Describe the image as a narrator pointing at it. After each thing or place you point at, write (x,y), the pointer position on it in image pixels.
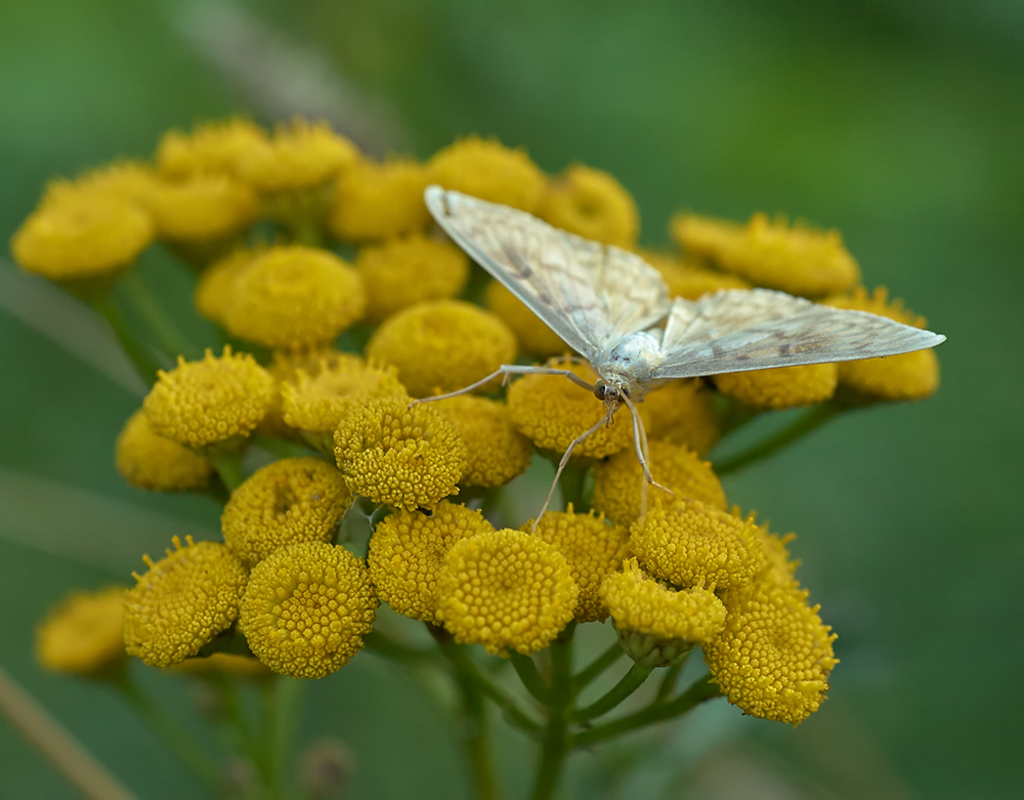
In this image we can see a butterfly (542,374) on the flower (340,463).
